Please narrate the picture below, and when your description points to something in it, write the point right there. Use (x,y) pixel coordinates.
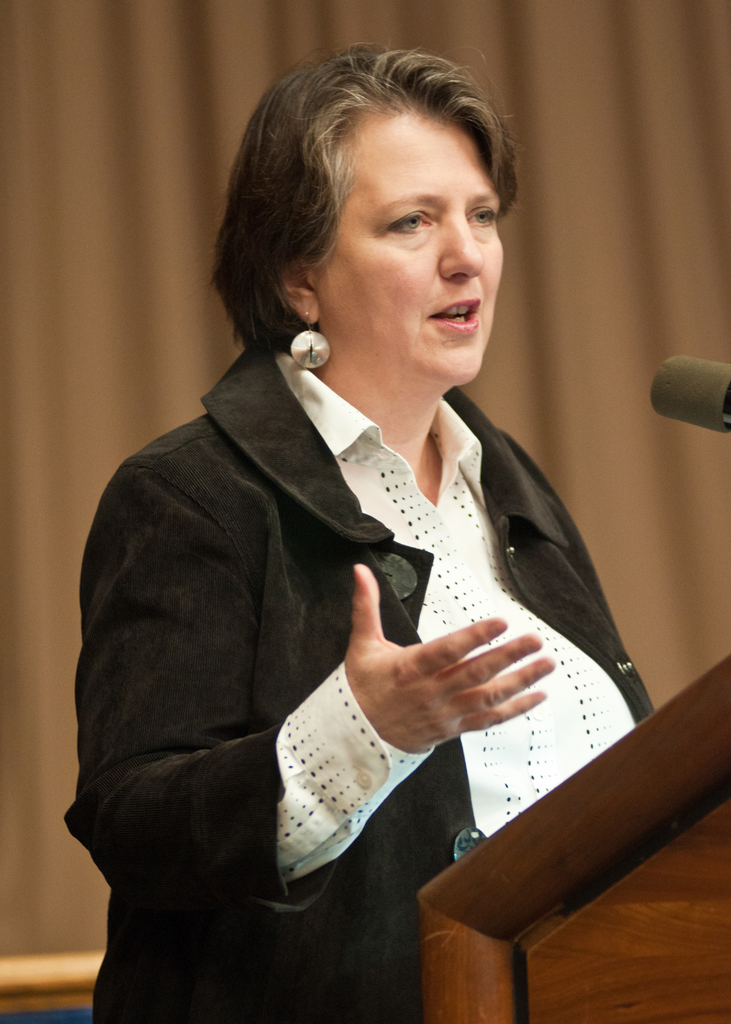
In this image there is a woman (374,488) who is speaking by standing near the podium (585,796). On the podium (568,842) there is a mic (664,398). In the background (112,182) there is a curtain (117,132).
